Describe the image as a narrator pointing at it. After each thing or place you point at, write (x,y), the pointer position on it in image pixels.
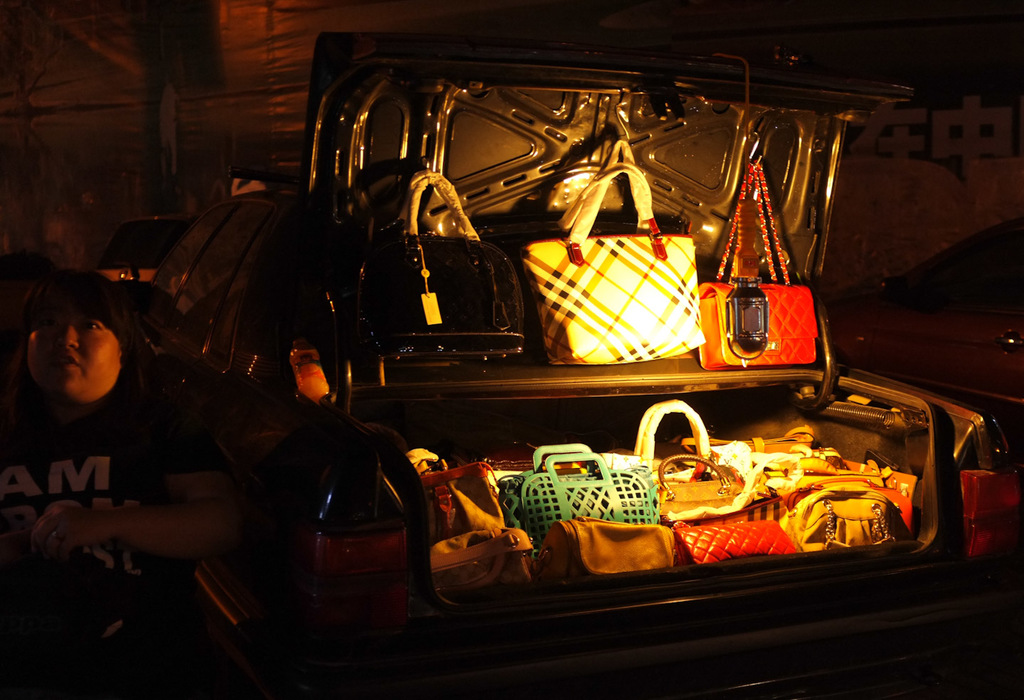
In this image there is one woman (77,444) who is sitting at the left side of the image (90,383), and in the middle of the image (353,445) there is one vehicle (873,379), and there are some hand bags (493,335) on the vehicle (480,435) and inside of the vehicle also there are some bags (644,503).
